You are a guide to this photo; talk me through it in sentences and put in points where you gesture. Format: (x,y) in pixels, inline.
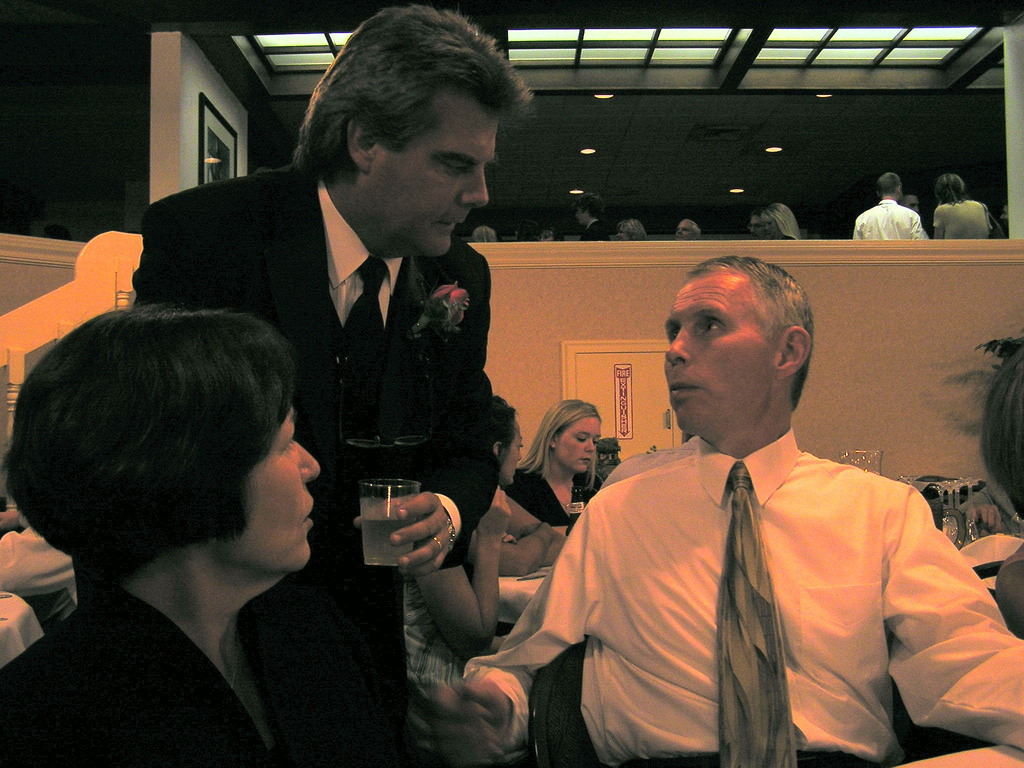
In the picture we can see a man (692,338) and a woman (278,348) sitting on the chairs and between them we can see a man (491,127) standing and holding a glass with water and he is in blazer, tie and shirt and a man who is sitting looking at him and behind them, we can see some women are also sitting near the table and behind them we can see a wall (839,417) and behind the wall (960,416) we can see some people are standing and to the ceiling (592,114) we can see some lights (526,35).
